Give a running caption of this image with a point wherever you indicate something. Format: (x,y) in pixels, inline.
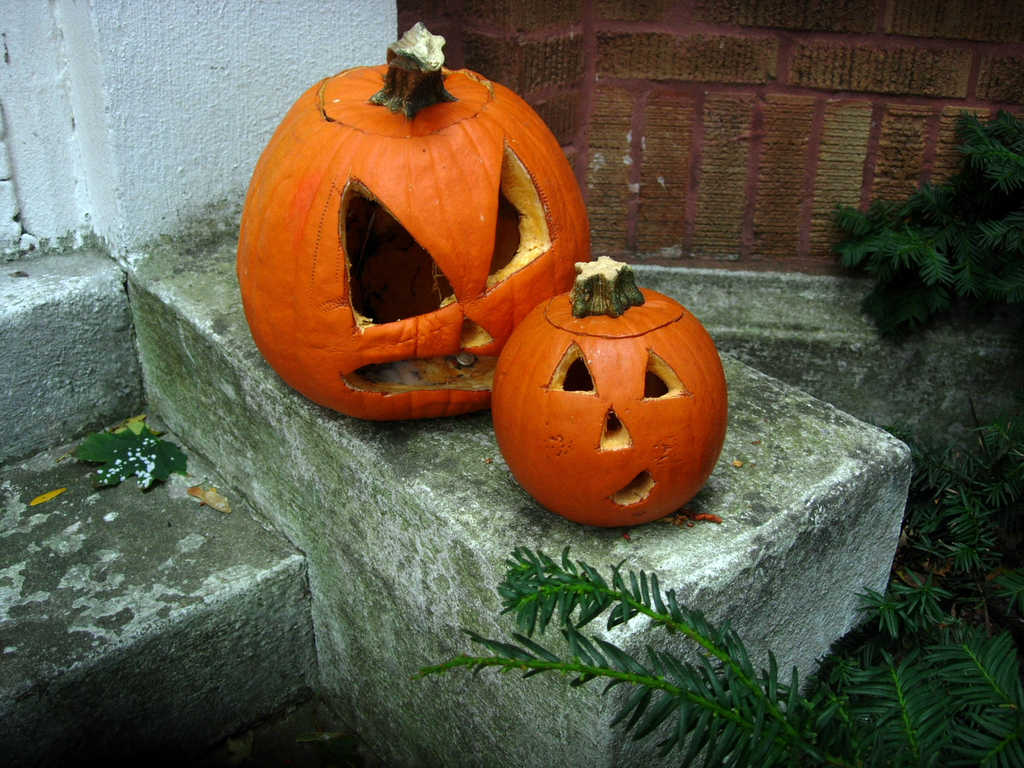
In this picture I can see there are two pumpkins (530,372) and they have eyes (406,312) and there are stairs (144,694) on to left (218,658) and there are plants (749,753) here on to right side (766,760).
